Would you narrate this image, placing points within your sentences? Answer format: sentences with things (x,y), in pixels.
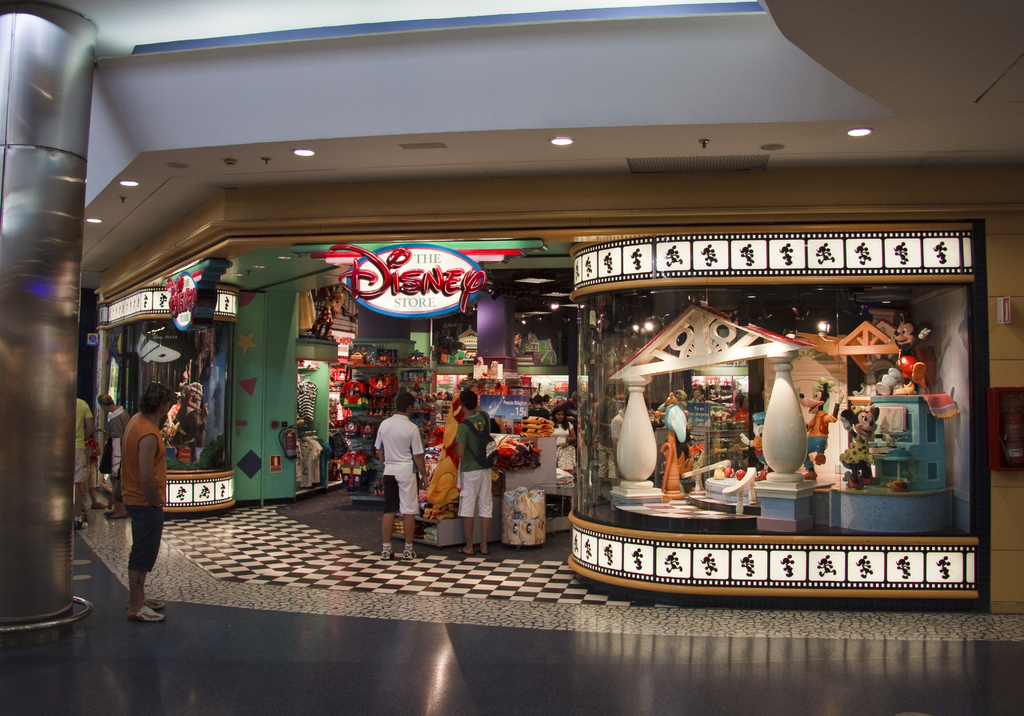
This image is taken inside a building (279,291). In the background of the image (656,304) there are stores (500,447). There are people (394,498) standing. To the left side of the image (66,311) there is a pillar (40,600). At the bottom of the image (399,658) there is floor (416,668). At the top of the image (536,68) there is ceiling (775,122) with lights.
